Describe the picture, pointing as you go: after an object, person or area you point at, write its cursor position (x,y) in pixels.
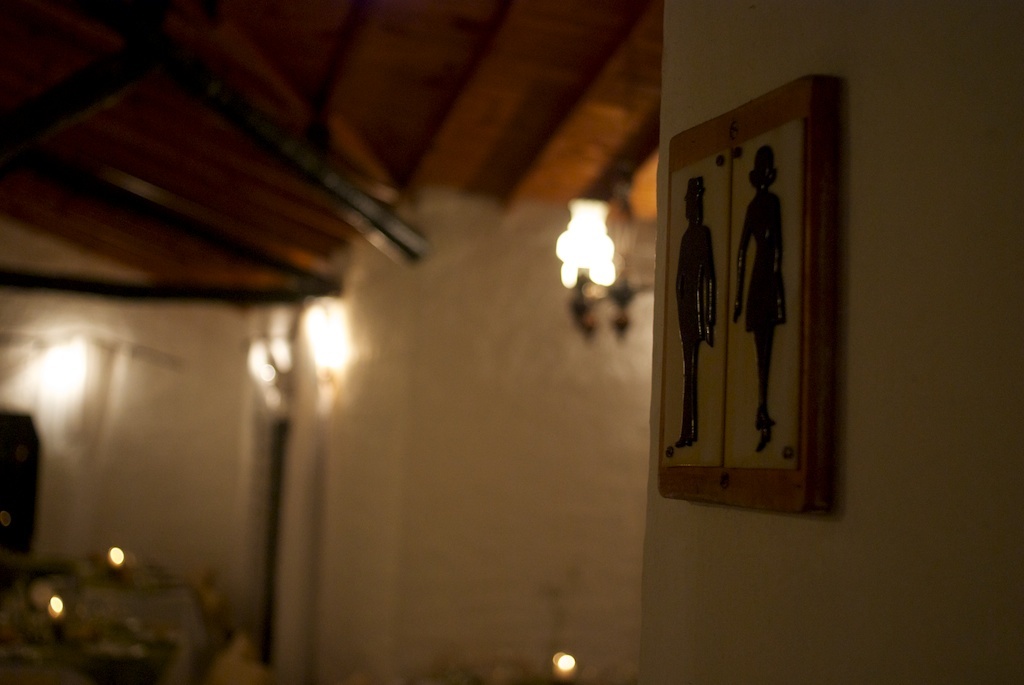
In the image there is a frame (797,488) kept on a wall (686,88) and the background of the wall (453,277) is blur.
